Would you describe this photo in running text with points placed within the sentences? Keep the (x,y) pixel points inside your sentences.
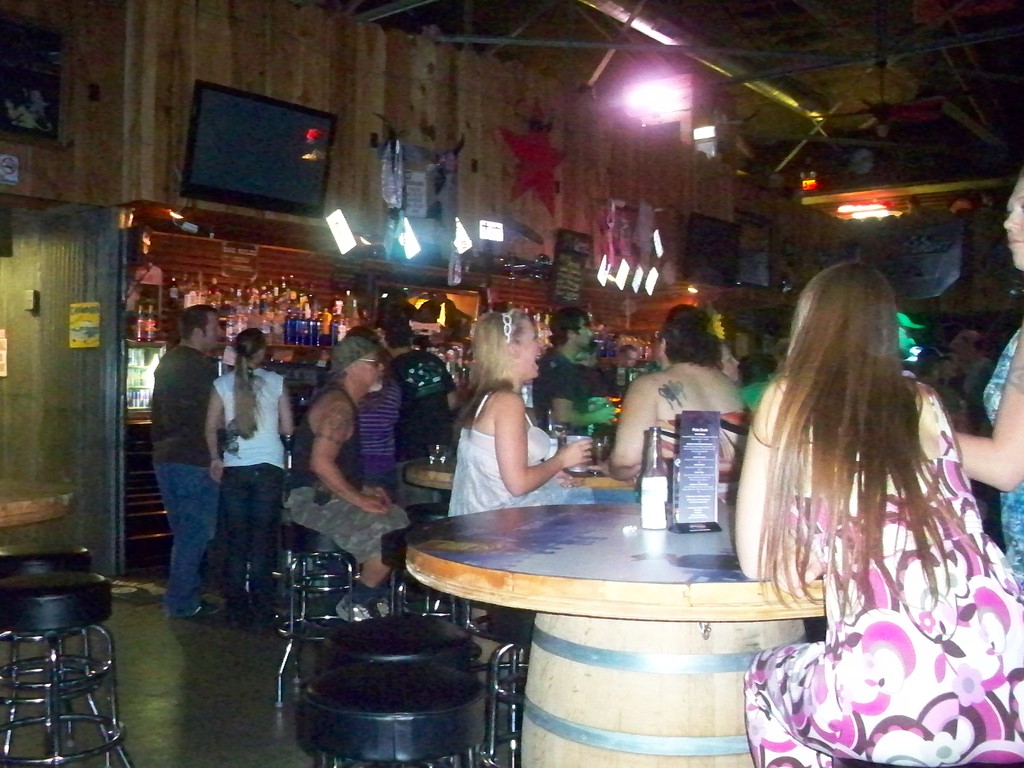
In this image I can see a group of people (662,412) sitting on the chair (393,646). few people (267,597) are standing. In front of the woman (833,613) there is a table (641,580) on the table (591,565) there is bottle (665,476) and a board (718,463). At the back side (251,310) i can see a wine bottles (241,326) in the rack (269,354). There is a television (263,191) on the wooden wall (313,87). On the top (664,111) there is light (650,100).
